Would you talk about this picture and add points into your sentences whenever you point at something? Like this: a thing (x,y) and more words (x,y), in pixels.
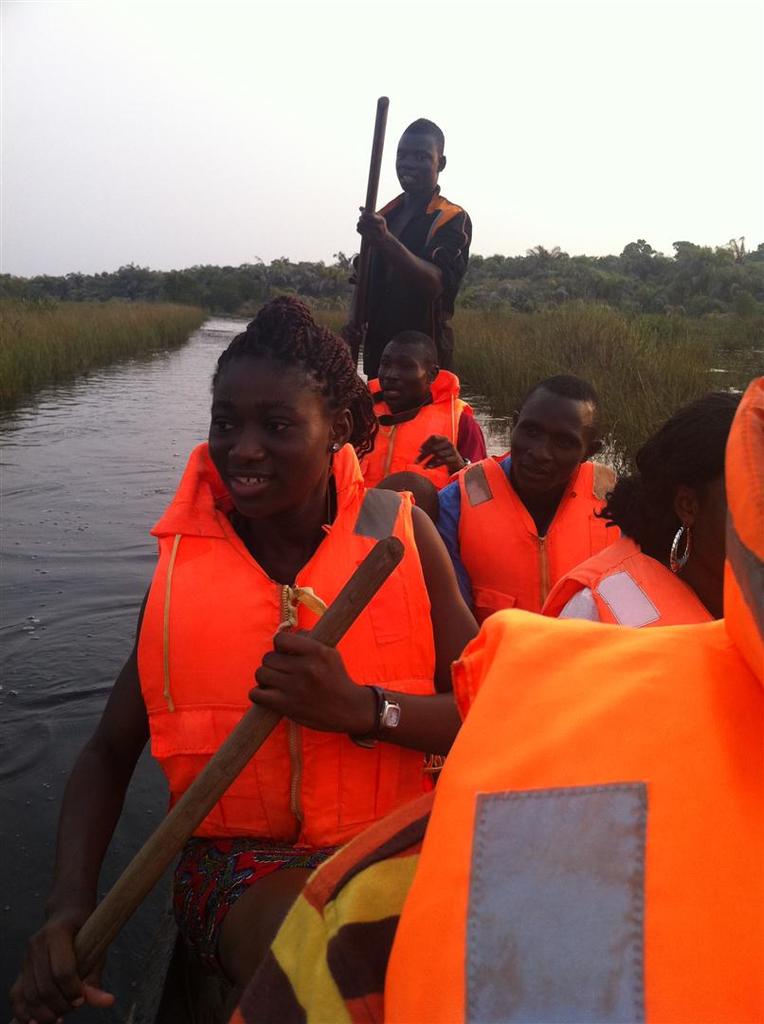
In this image we can see a few people (516,489) wearing the safety jackets (319,593). We can also see a man (442,260) standing and holding the wooden rod (379,171) and these people (424,570) are present in the boat (187,1002) which is on the surface of the water (168,372). Image also consists of trees (545,263) and also the grass (665,386). Sky (323,29) is also visible.
